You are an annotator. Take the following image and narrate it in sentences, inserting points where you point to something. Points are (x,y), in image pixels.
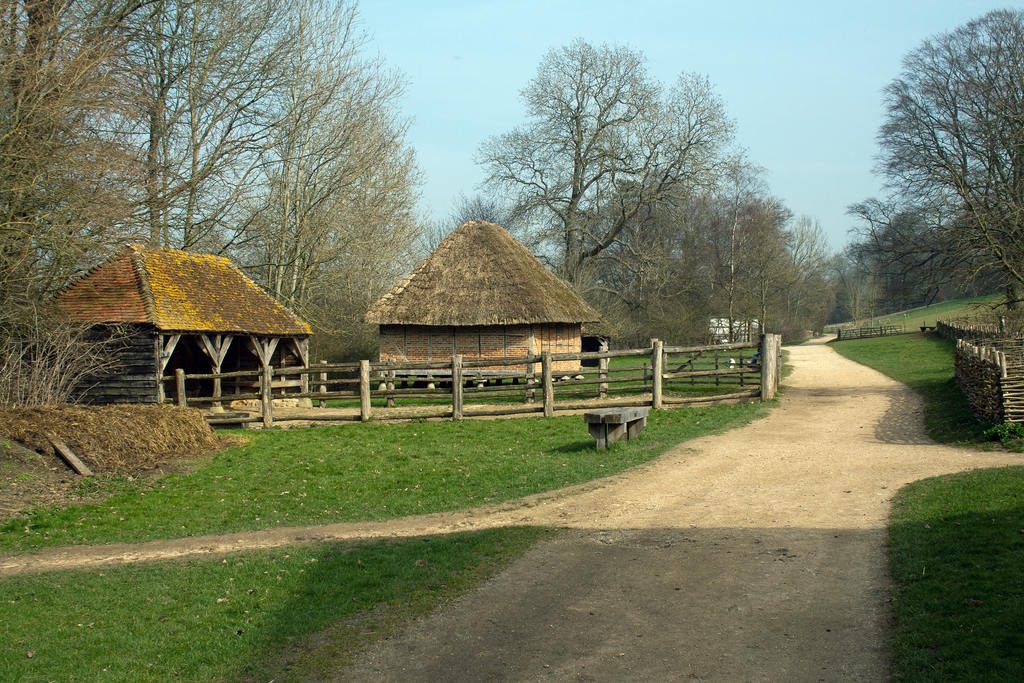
In this picture I can observe two huts (150,312). There is a wooden railing (322,375). I can observe some grass (293,468) on the ground (244,526). There is a path (830,474) on the right side (751,485). In the background (387,180) there are trees (653,166) and a sky (812,49).
